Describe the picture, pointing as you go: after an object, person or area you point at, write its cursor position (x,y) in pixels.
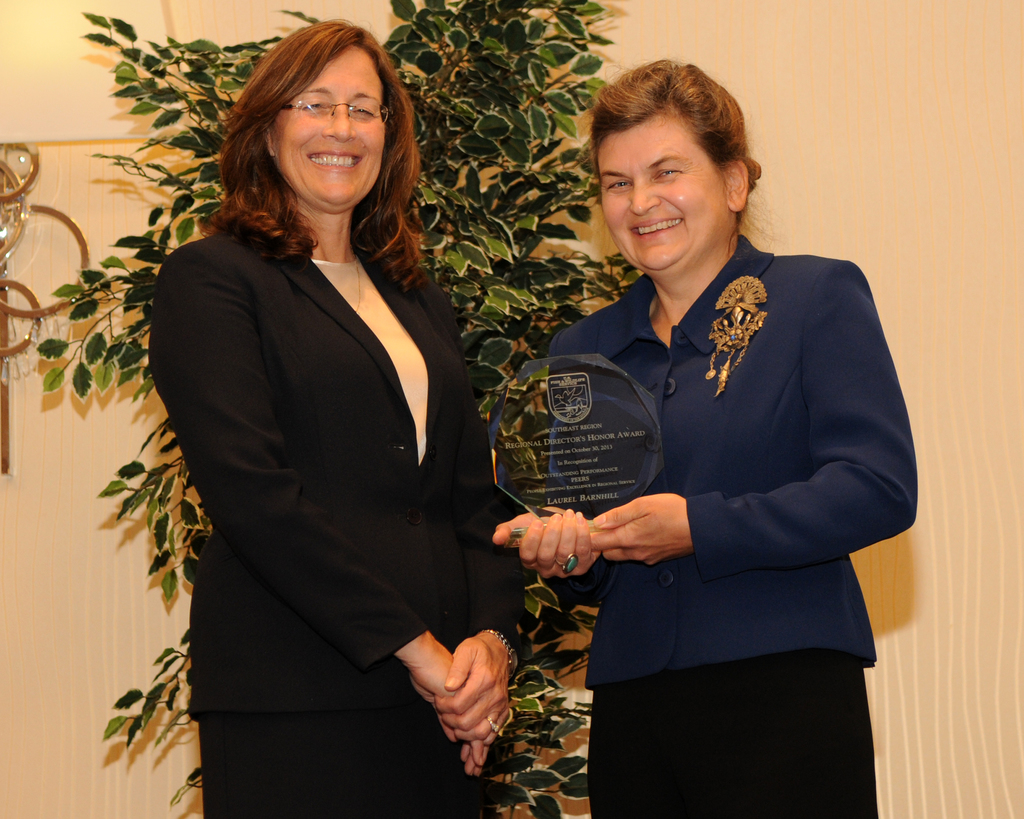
In this picture we can see two women (380,596) and one woman (749,651) is holding an object (636,497) and in the background (536,574) we can see a wall (1002,554), plant (528,580).
